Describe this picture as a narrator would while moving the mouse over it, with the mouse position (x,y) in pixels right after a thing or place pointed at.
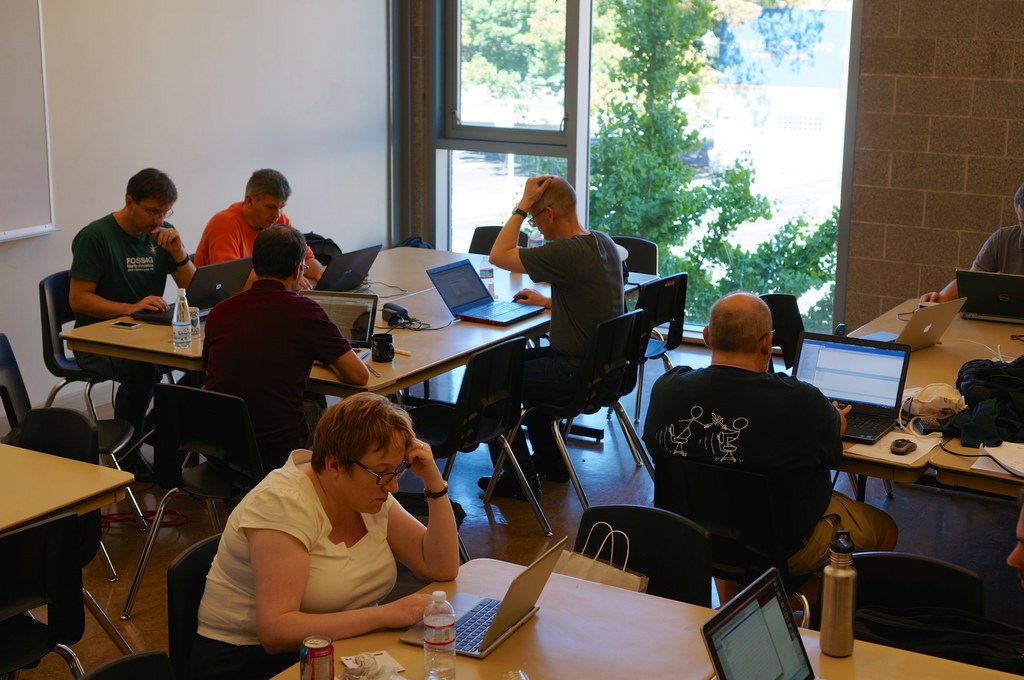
In this picture we can see a group of people (589,323) sitting on chair (618,546) and working on laptops (510,601) and in front of them there is table (365,290) and on table (402,364) we can see bottles (178,329), papers (382,657), cup (388,351), devices (401,314), glass (197,310), laptops (344,279) and in background (252,101) we can see wall (124,68), window (571,63), tree (640,106).
